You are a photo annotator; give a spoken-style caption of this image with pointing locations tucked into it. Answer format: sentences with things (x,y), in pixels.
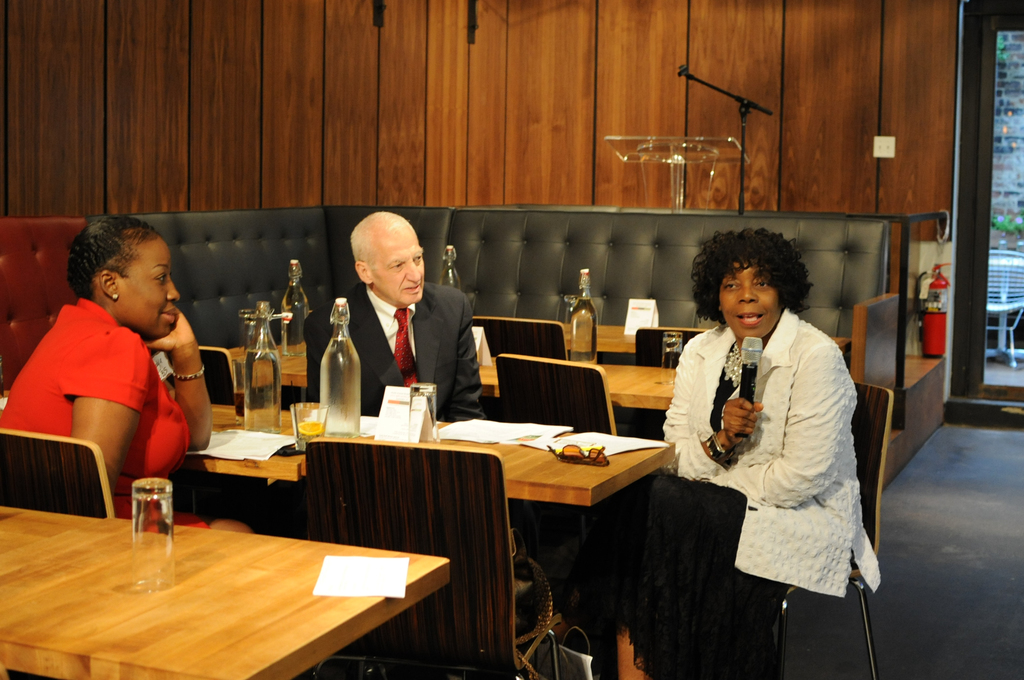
This picture was clicked in a restaurant (607,653). It is filled with sofas (674,293), tables (609,366) and chairs (552,409). Bottles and glasses (316,433) were placed on every table (183,578). There were three people (772,403) sitting in a chairs (55,465). Two people (431,343) in the left side (34,393) and one women (636,622) on the right side (806,371). She is wearing a white jacket (799,421), black skirt (690,508) and holding a mike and talking. Person (416,347) in the middle (475,416), he is the men (449,345) wearing a black blazer (430,345) and red tie (404,336) and staring at her. A women (115,479) in the left side (86,419) wearing a red top (68,382) and she is also staring at the first person (853,387). In the background (829,124) there is a wood finished wall (574,51). In the right side (1022,258) there is a door (998,77).
